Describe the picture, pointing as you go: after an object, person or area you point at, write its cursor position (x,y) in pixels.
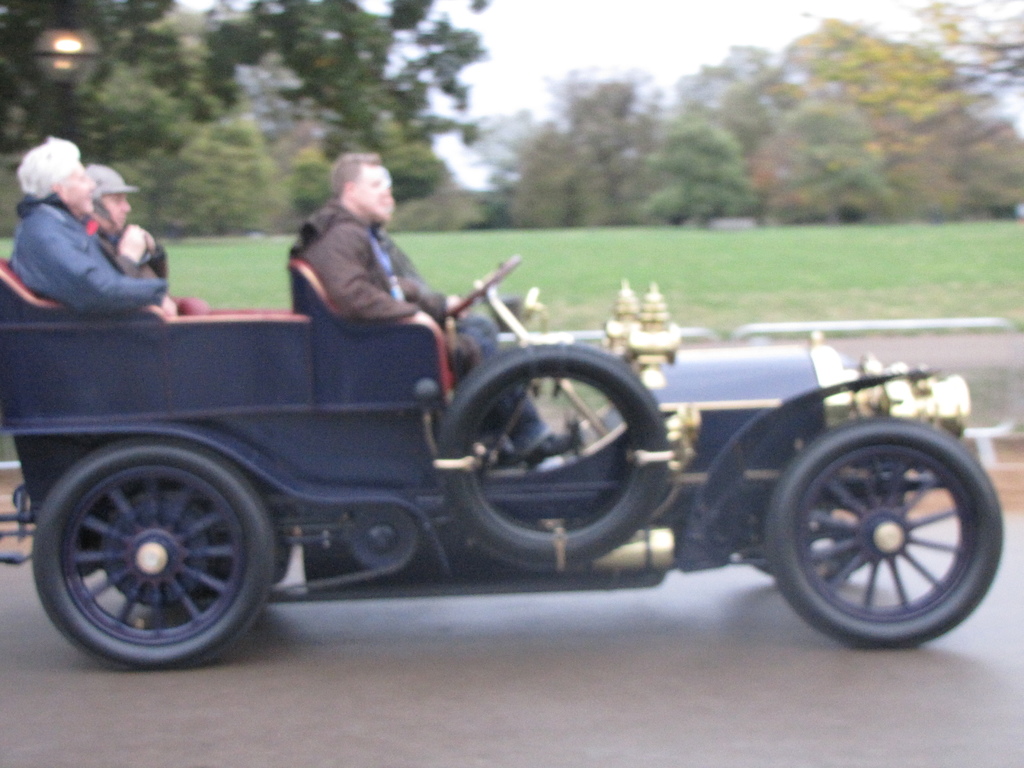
In this image i can see few persons (111,229) sitting on the vehicle (488,505). In the background (771,255) i can see a ground (787,277), few trees (632,188), a light (62,41) and the sky (568,51).
